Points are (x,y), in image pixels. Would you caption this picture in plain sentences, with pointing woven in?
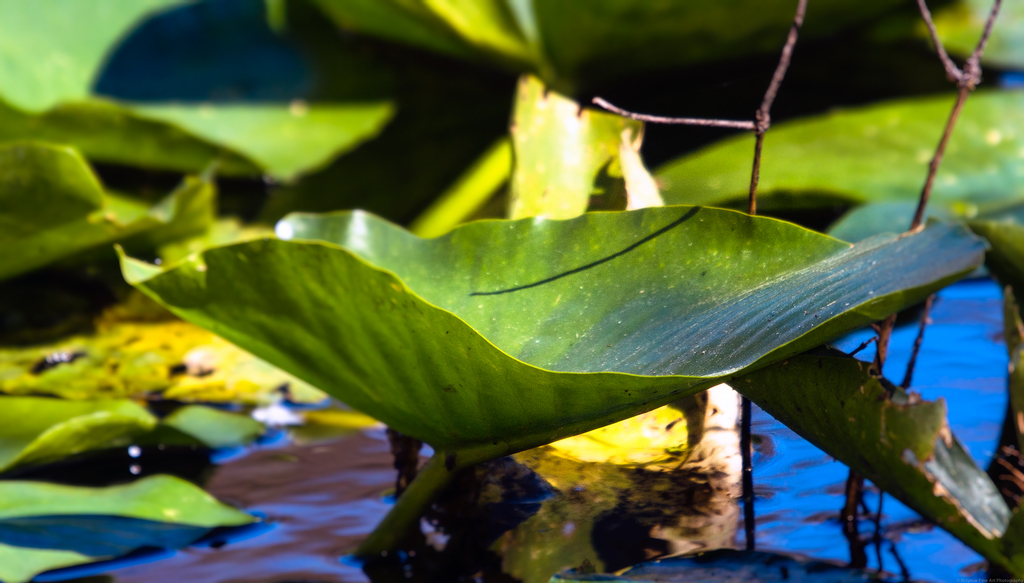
In this image I can see many plants (436,235) and I can also see the water (599,521).
